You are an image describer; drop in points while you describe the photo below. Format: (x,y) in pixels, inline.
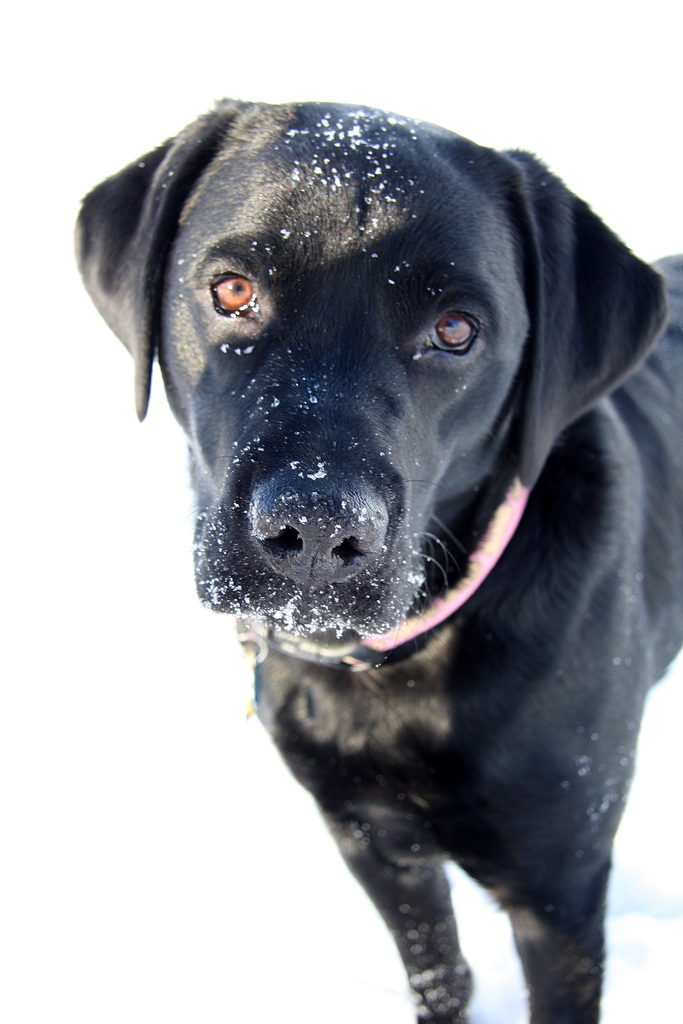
In this image I can see the dog (561,571) in black color and the background (42,486) is in white color.
